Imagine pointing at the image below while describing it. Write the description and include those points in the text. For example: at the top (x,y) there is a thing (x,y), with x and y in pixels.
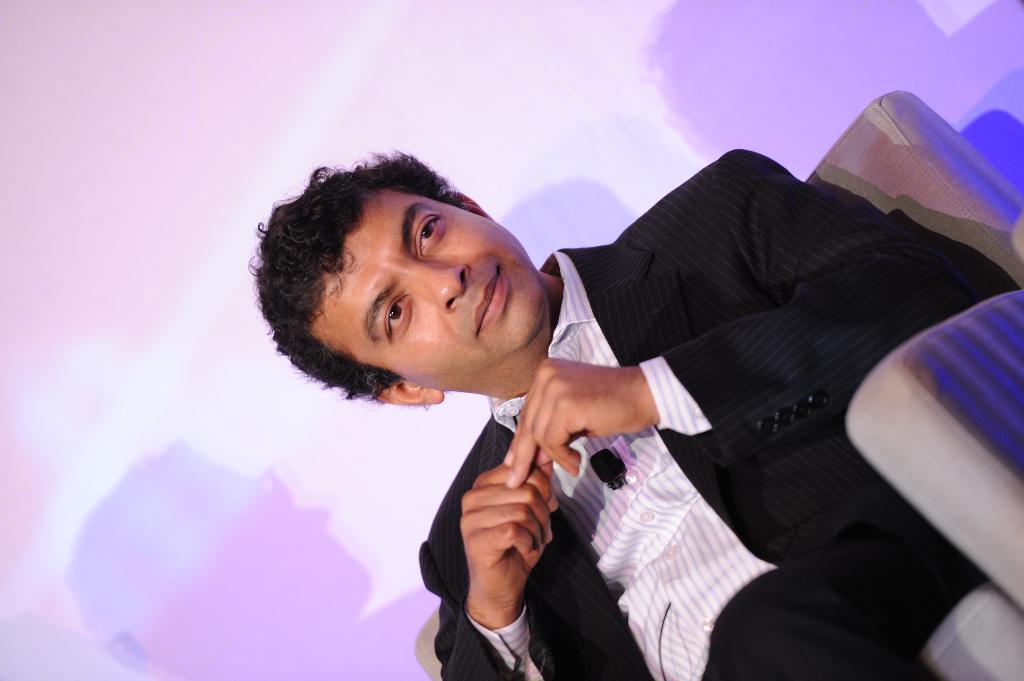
In this picture I can see a man (648,474) is sitting in the chair (928,161) and I can see a wall (501,178) in the back (140,267) and I can see shadows (596,209) of persons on the wall (63,512).
